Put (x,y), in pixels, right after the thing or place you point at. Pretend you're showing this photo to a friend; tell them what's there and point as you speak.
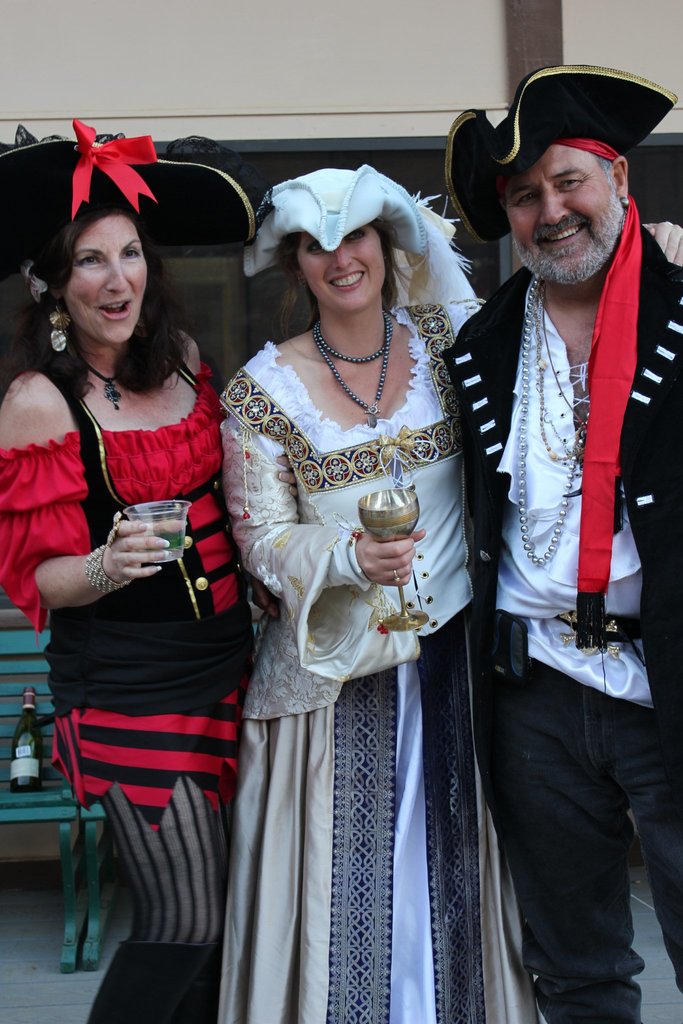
In this image there are three peoples (256,430), on the left side (98,436) woman (84,454), she holding a glass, in the middle (317,420) woman (380,547) she holding a trophy (391,494), on the left side (46,768) there is a bench (8,752) on which there is a bottle (27,726), in the background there may be the wall (290,132).
